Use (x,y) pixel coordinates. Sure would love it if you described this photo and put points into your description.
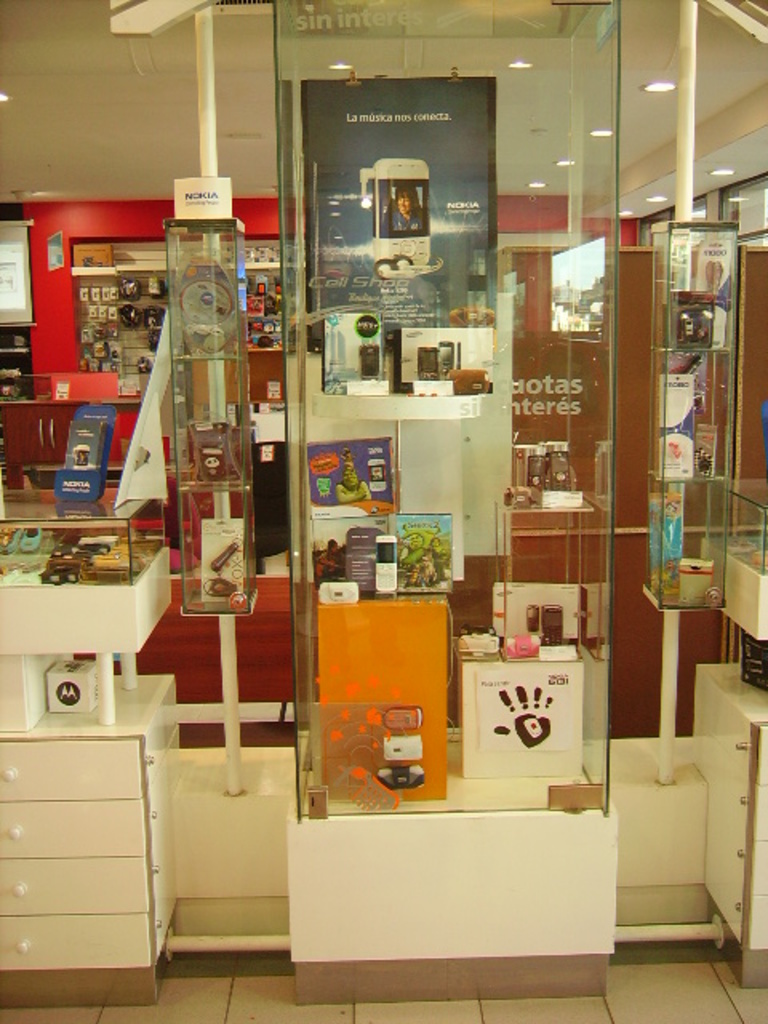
In this image I can see there is a display window (410,505) visible in the middle (371,538) and I can see there are boxes (388,658) kept inside the window (402,334) and I can see a rack (51,896) on the left side (1,594) and I can see a red color wall (540,201) in the backside (29,267), on the wall (43,229) I can see some objects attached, there are two poles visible in the middle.
